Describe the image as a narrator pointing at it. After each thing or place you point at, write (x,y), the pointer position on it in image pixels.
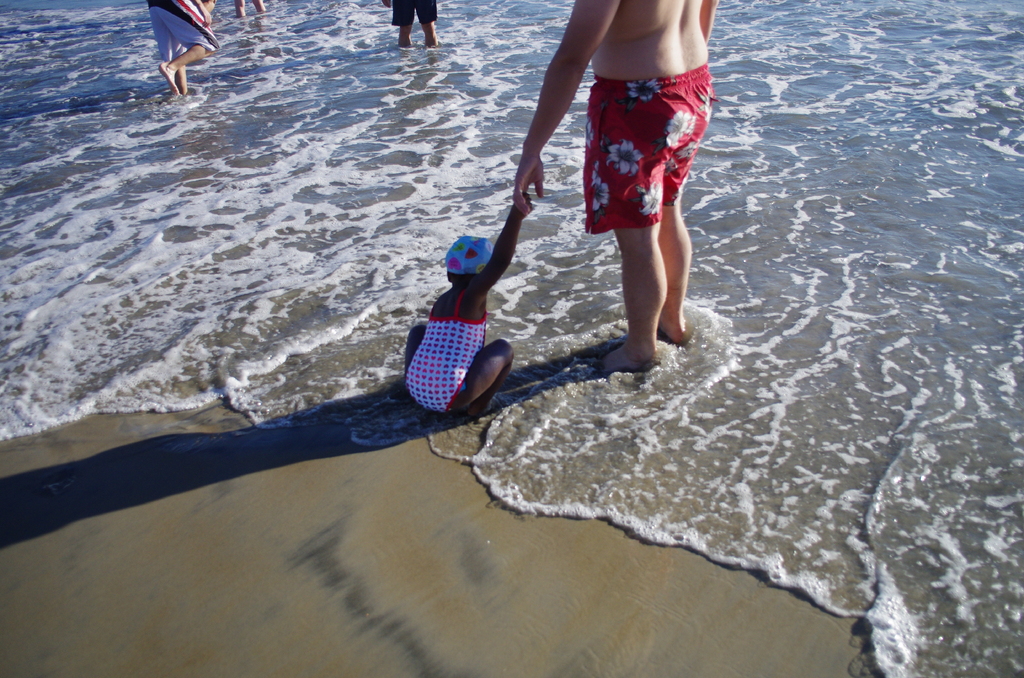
Here people (676,67) are standing in the water (877,290), this is sand (265,571), a child (441,373) is sitting.
